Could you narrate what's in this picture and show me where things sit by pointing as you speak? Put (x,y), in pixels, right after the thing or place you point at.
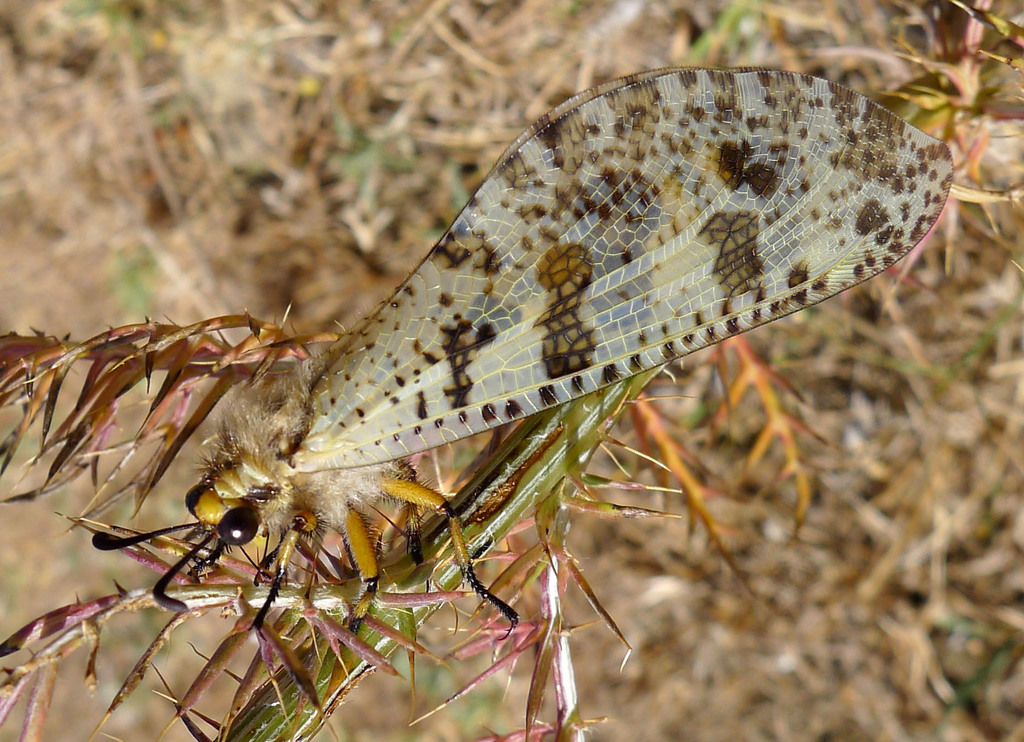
In this image we can see an insect (225,462) on a plant (465,507). In the background (696,43) the image is blur but we can see grass (40,54).
